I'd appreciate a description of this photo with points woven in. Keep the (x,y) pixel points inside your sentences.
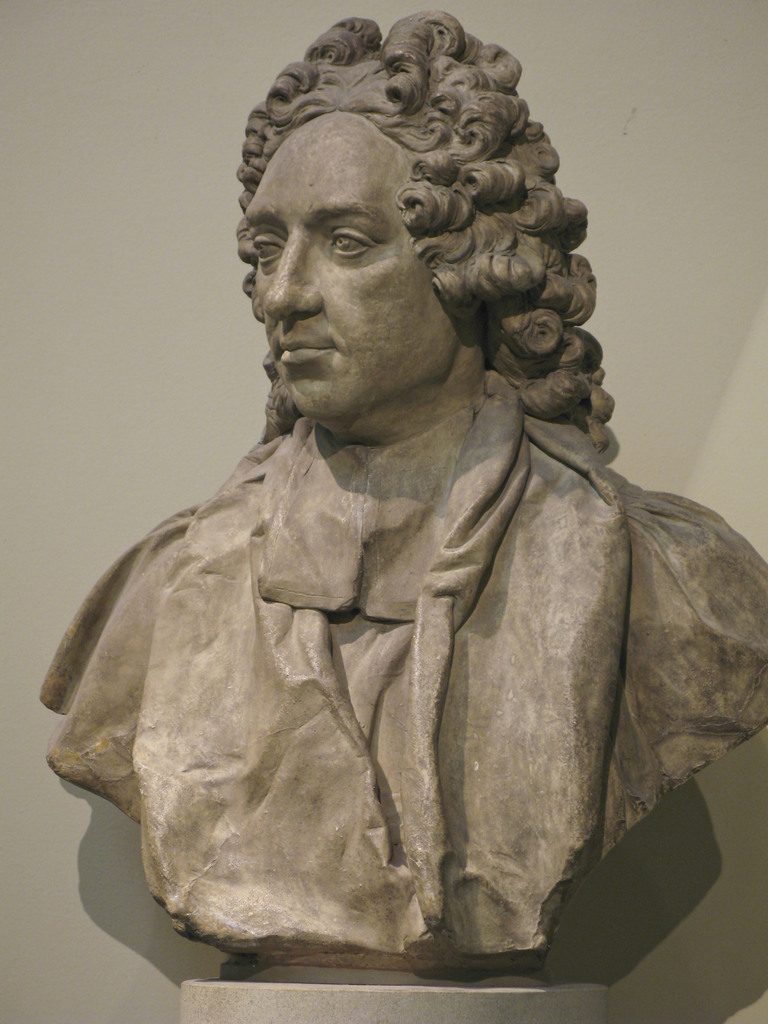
This image consists of a statue (259,524). It is the statue (260,473) of a man (273,518).
